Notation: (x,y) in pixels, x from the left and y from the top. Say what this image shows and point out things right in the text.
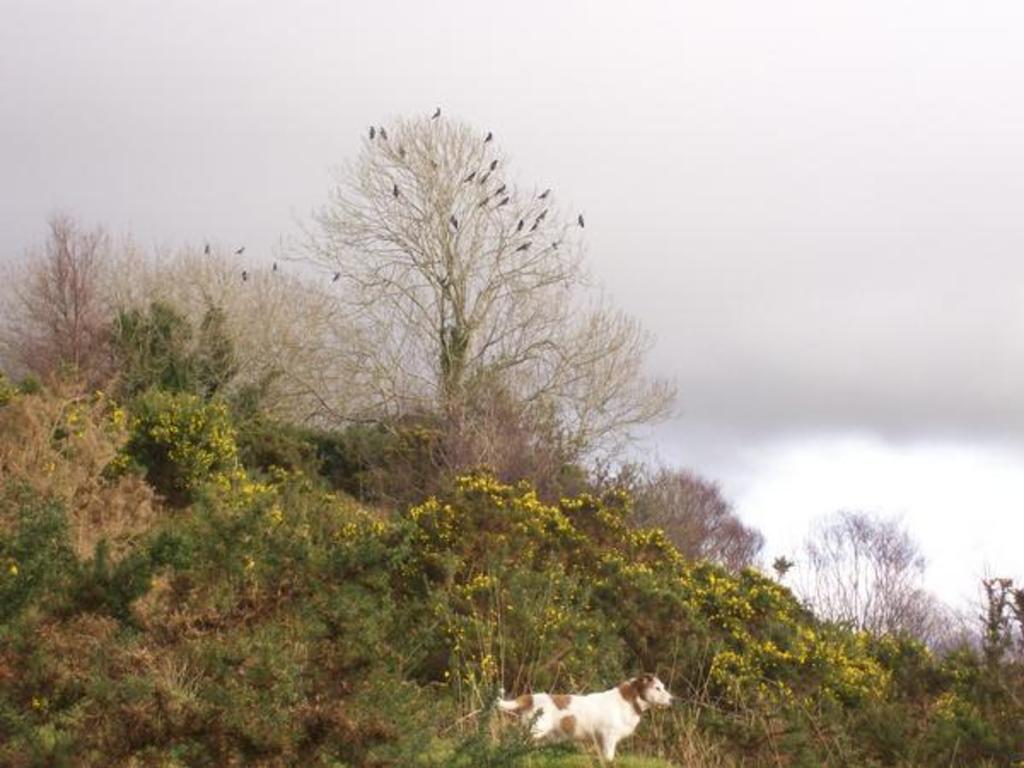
This image consists of many trees (264,404) and plants (364,609) along with a dog (624,682). At the top (646,200), there are clouds (853,306) in the sky (885,258).
